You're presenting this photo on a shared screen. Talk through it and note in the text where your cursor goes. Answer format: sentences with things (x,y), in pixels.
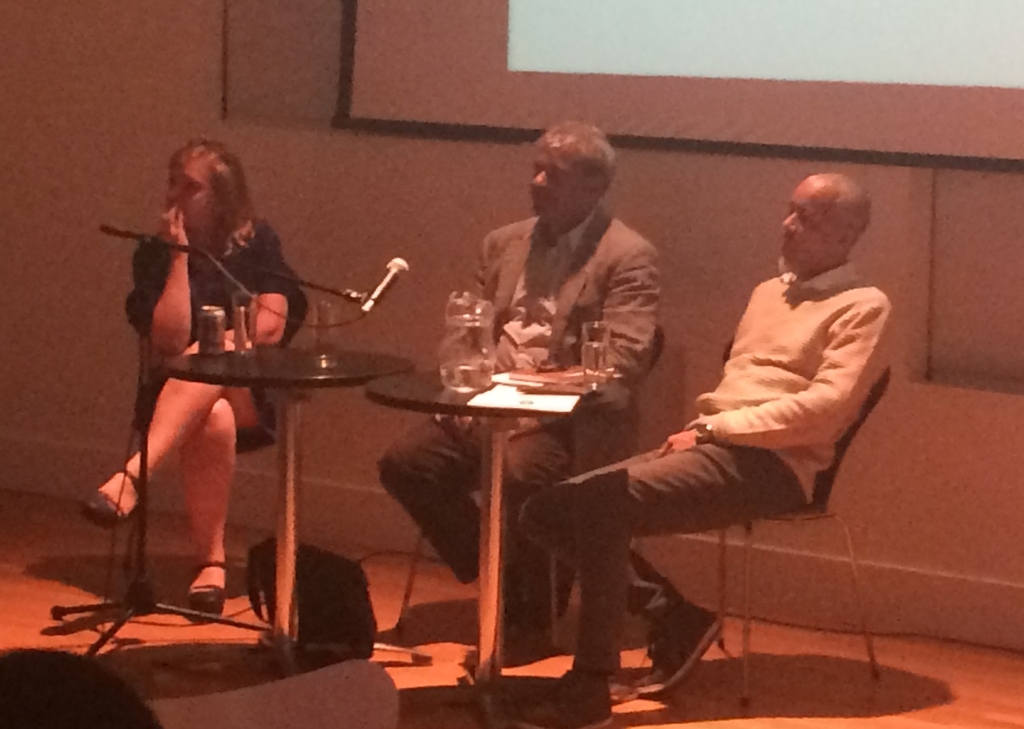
In this image there is floor (26,623) at the bottom (17,637). There is a screen (981,35) on the wall (949,595) in the background (423,68). There are chairs (250,432), people (854,339), tables (295,380) with glasses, tins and objects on it and a mike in the foreground (291,296).
